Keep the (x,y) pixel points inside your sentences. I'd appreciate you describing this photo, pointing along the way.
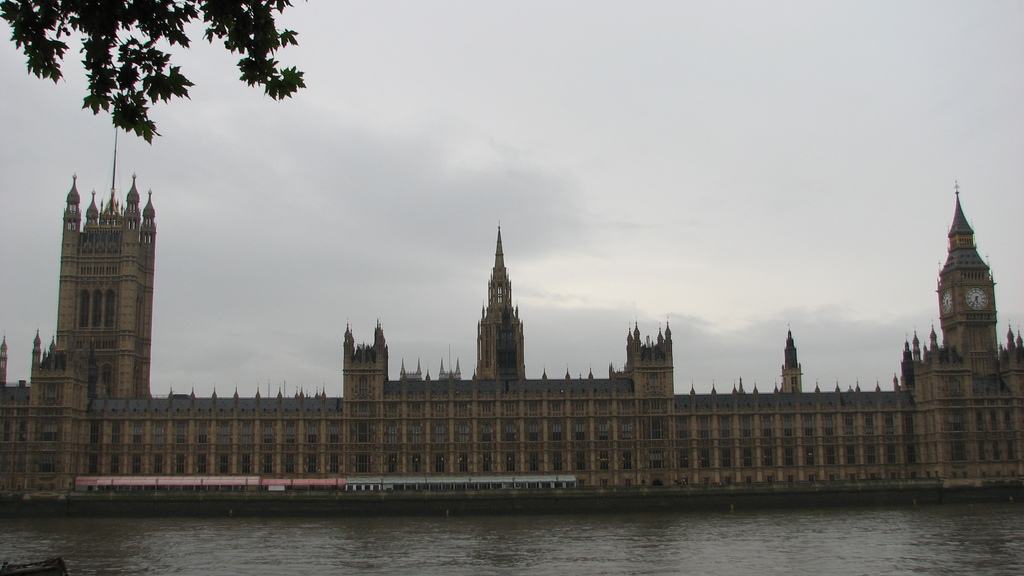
This looks like a building (545,440) with the windows (266,440). I think this is a tent (326,489). This looks like a river (409,560) with the water (336,546) flowing. I can see a clock tower (977,341) with the wall clocks (971,306) attached to the building wall (981,320). Here is the sky (518,171). At the top left corner of the image (148,49), I can see the branches (102,11) with the leaves (95,63).
